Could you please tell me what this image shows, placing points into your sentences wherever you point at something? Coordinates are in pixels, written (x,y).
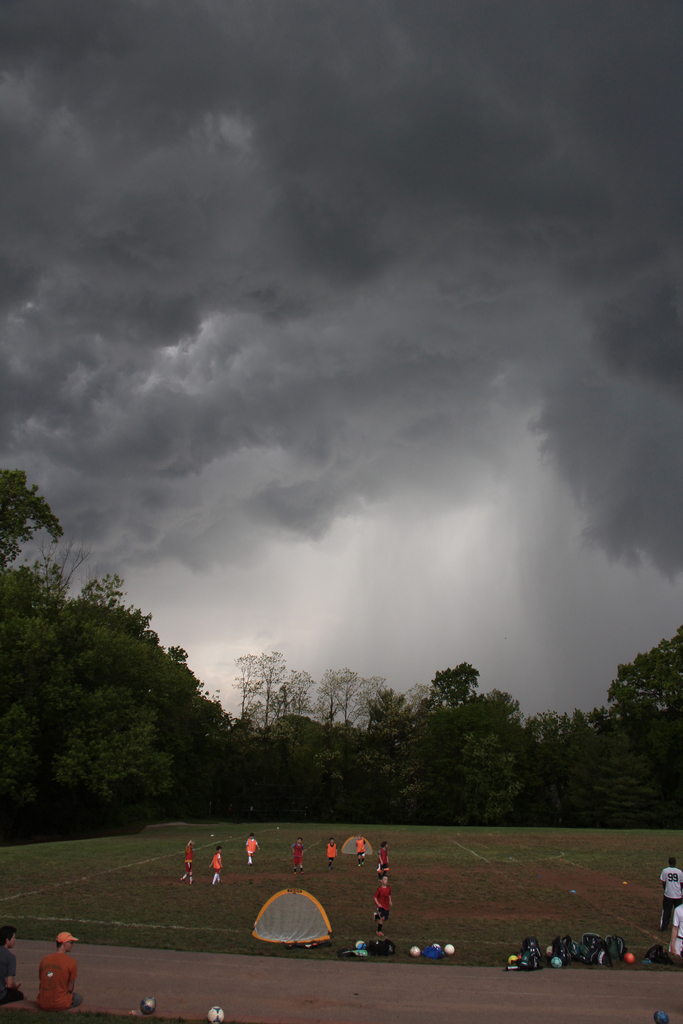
In this image we can see some people (379,924) standing on the grass field (223,863), we can also see some goal posts (293,895), bags (578,956) and some balls (635,959) placed on the ground (451,974). In the bottom left corner of the image (56,996) we can see two men (45,989) sitting on the surface (34,988). In the background (303,754), we can see a group of trees (311,760) and the cloudy sky (361,306).
